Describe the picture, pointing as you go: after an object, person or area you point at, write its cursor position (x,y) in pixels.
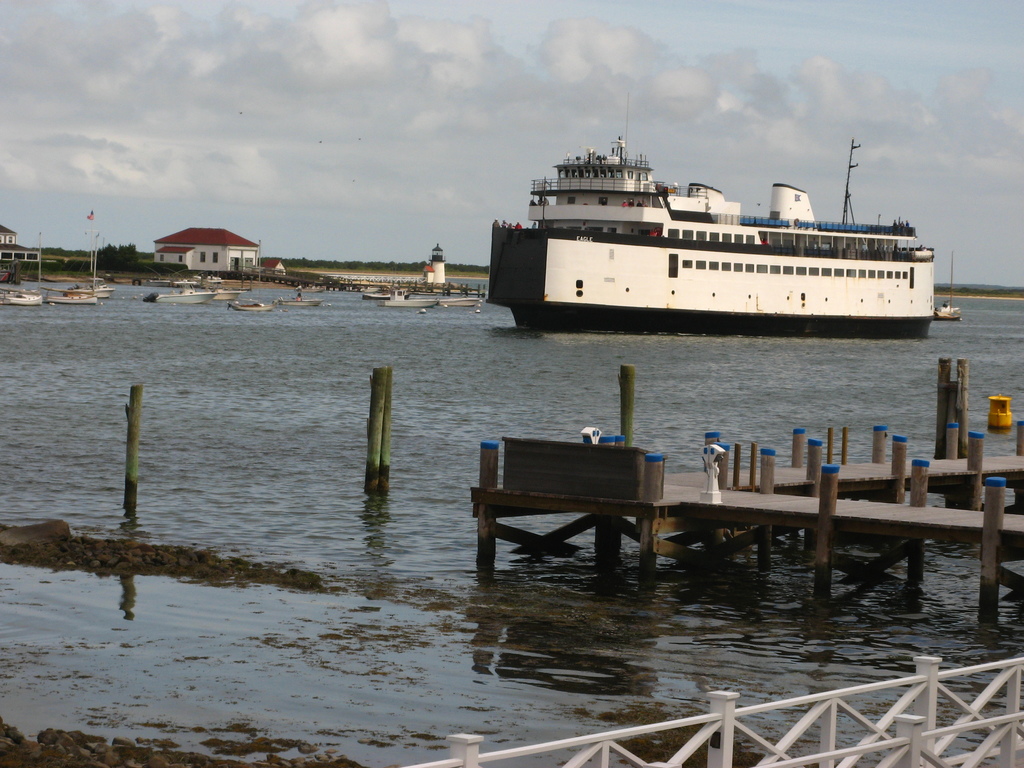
In this image I can see the lake (104,425), on the lake (289,355) I can see ship (823,299), on the left side (237,256) I can see a house (206,234) and at the top (411,90) I can see the sky (889,90), at the bottom (745,729) I can see a fence (825,694) and on the right side (935,473) I can see a small bridge (1004,466) and poles (137,443) visible.
